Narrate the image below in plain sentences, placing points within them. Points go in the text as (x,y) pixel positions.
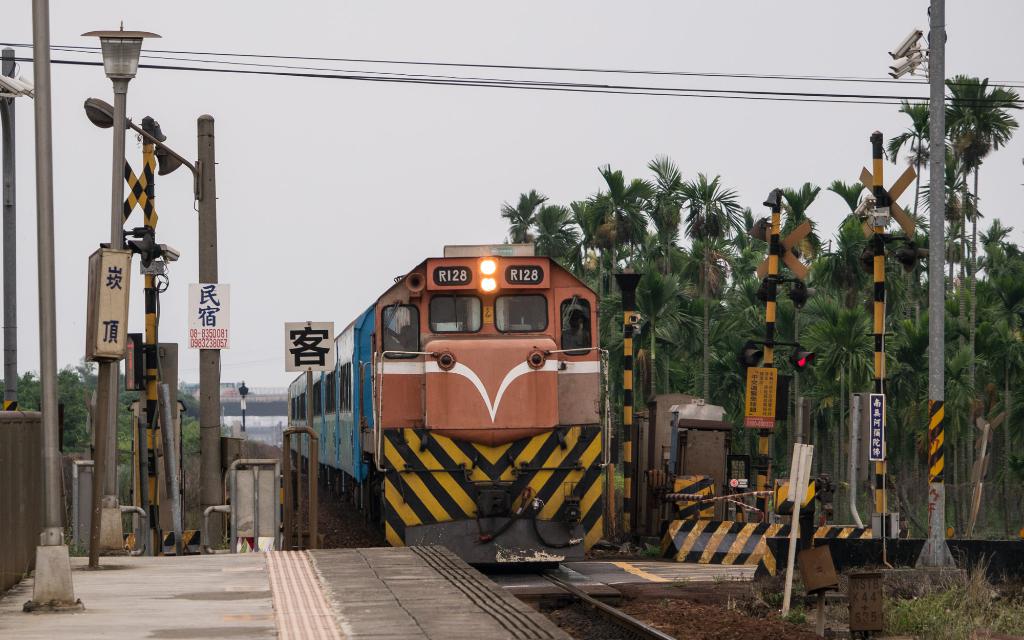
In this picture, we see a train (397,420) in brown and blue color is moving on the tracks (525,570). On either side of the tracks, we see street lights (201,250) and poles (48,247). There are trees (892,369) on the right side of the picture (825,276). At the top of the picture (604,90), we see the wires (351,71) and the sky (535,63). There are trees (184,427) and a bridge (267,409) in the background (249,414).
